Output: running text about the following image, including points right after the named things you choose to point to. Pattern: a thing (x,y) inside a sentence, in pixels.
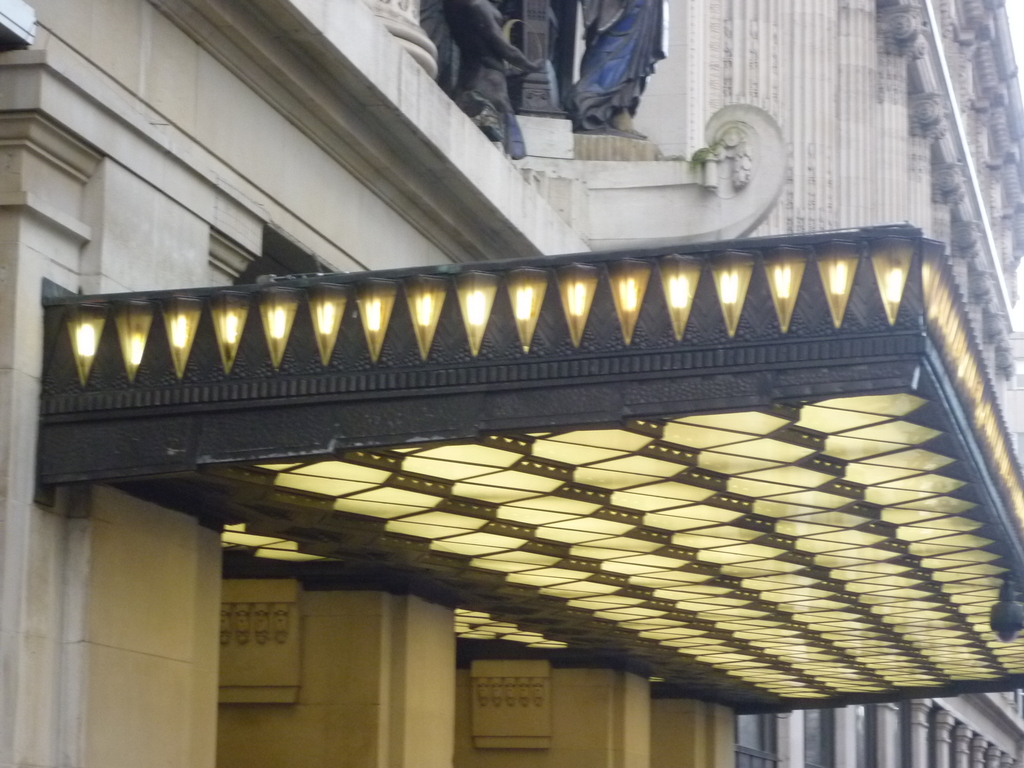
In this image I see a building (442,191) which is of white in color and I see sculptures (542,65) over here which are of black in color and I see the lights (718,442) over here.
